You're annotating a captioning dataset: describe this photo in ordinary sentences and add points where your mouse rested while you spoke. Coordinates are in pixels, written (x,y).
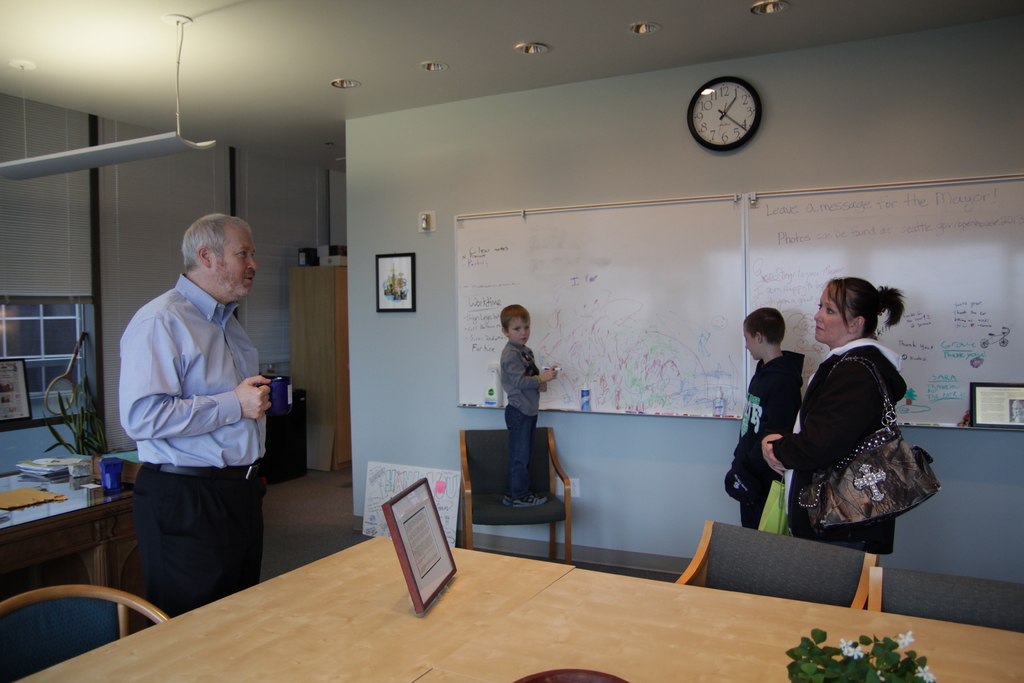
In the image we can see there are people (853,382) who are standing in a room (623,344). There is a notice board (753,229) on the wall (592,151), that is a clock (748,115) and there is a table (496,621) on which there is a photo frame (422,562).
